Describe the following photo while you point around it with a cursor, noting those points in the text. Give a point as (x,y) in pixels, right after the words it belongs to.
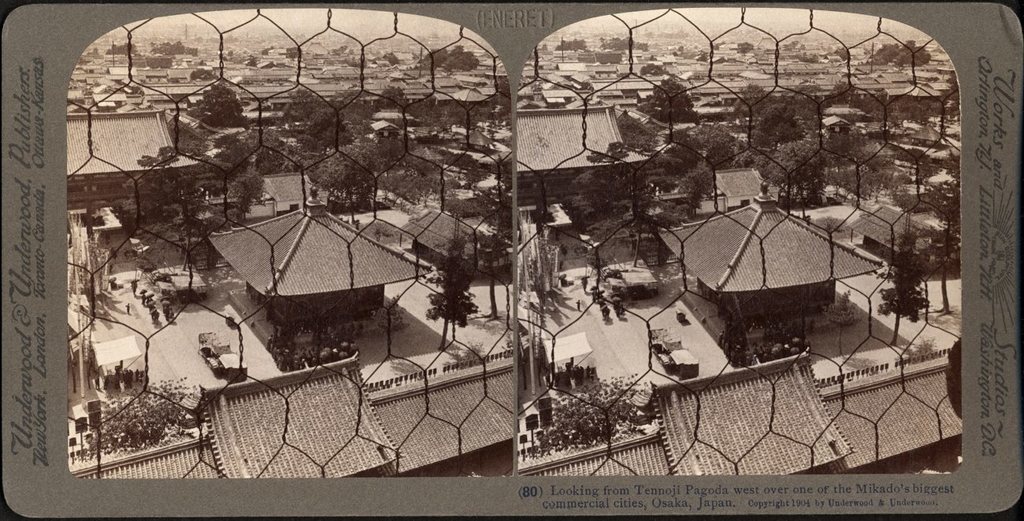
This is an edited image of a city (538,271) where there are buildings (718,254), poles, boards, trees (680,112), sky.
